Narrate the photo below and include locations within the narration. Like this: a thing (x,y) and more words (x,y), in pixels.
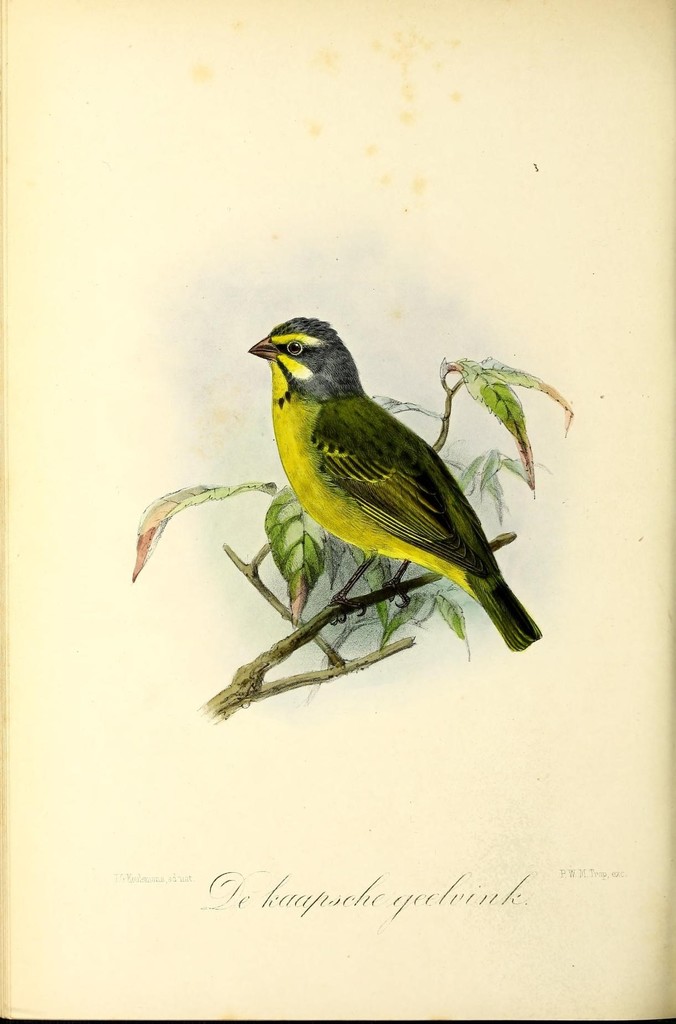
In this picture we can see a bird (507,607) standing on the stem (241,693). There are leaves (294,546). At the bottom portion of the picture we can see there is something written.
